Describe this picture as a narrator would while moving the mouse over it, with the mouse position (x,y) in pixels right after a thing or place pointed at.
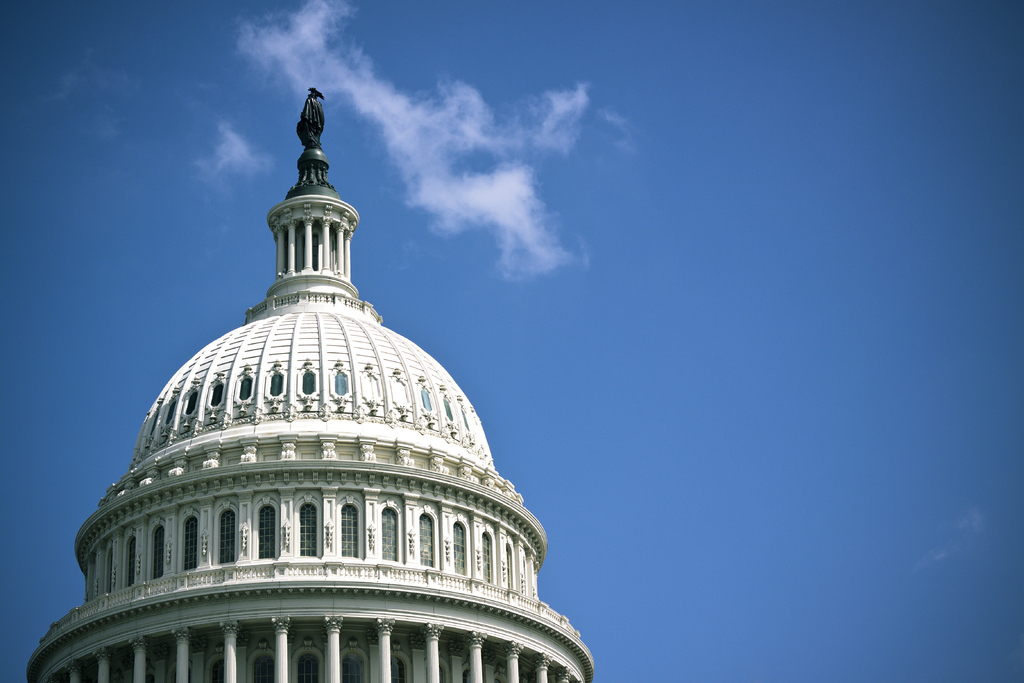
This image is taken outdoors. In the background (613,345) there is a sky (539,208) with clouds (527,220). On the left side of the image (254,576) there is an architecture (284,602) with walls (271,632), pillars (231,660), windows (261,537), carvings (264,646) and sculptures (305,133).
